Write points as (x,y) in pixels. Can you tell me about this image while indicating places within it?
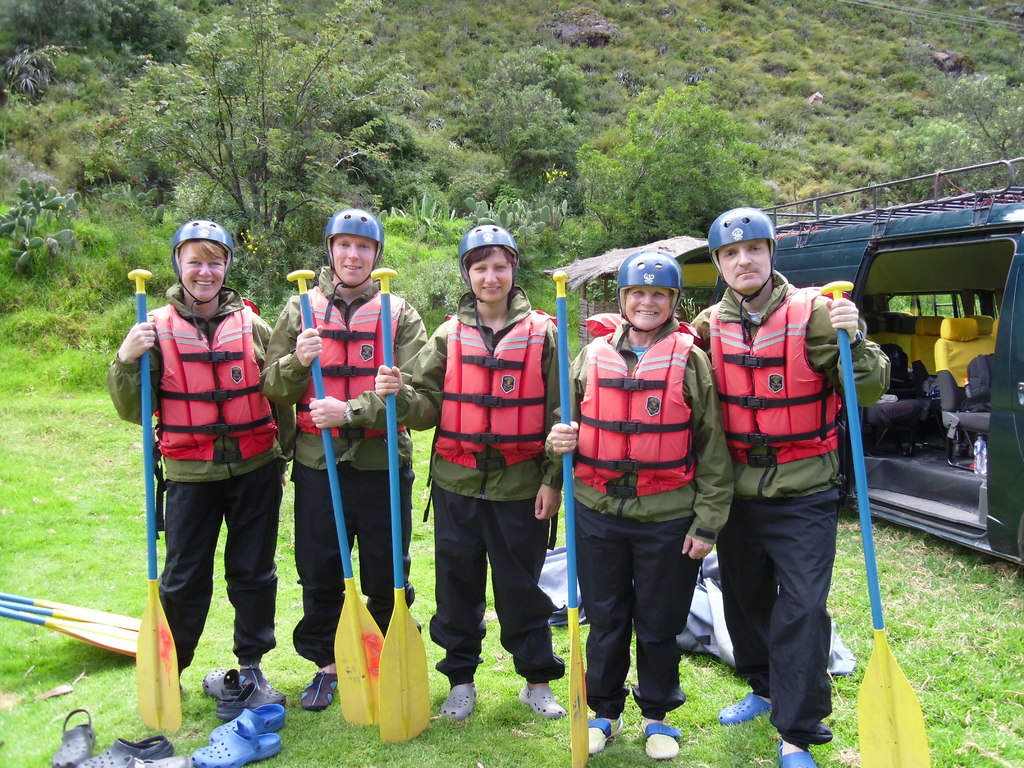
In this image in the center (404,460) there are persons (474,468) standing and smiling, holding rowing sticks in their hands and there are slippers (212,743) on the ground (441,725). In the background (246,118) there are trees (347,105), there's grass (58,446) on the ground (99,472) and there is a vehicle (916,297). On the left side (73,629) there are objects (84,628) which are yellow and blue in colour.
